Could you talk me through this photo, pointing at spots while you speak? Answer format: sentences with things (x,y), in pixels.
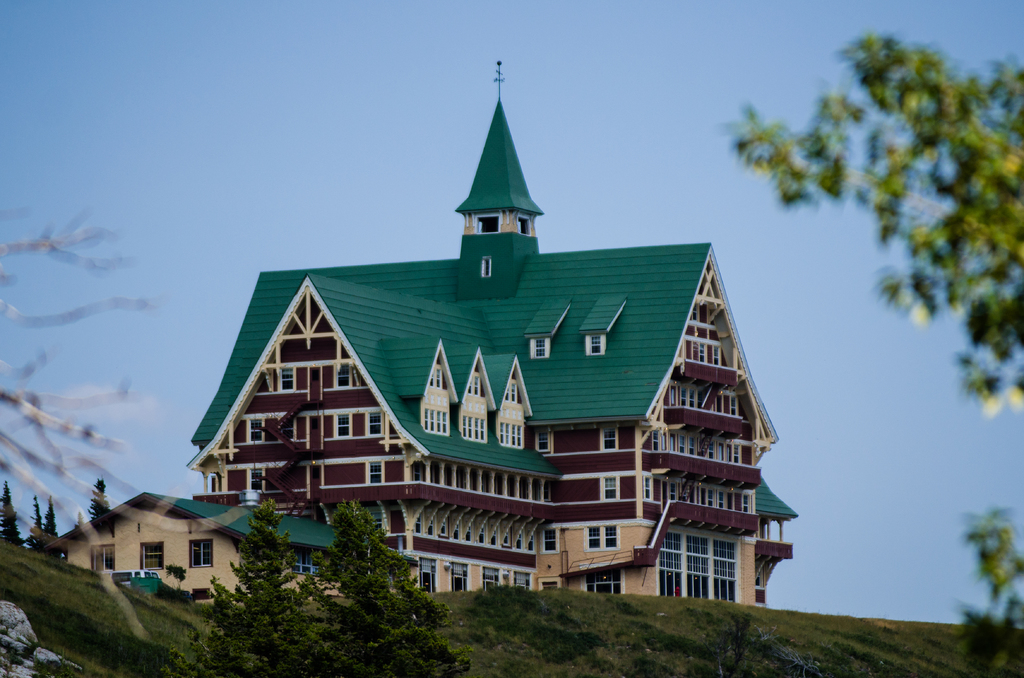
This is an outside view. At the bottom (914,651), I can see the grass (855,632) on the ground (789,629) and also there are some trees (355,633). In the middle of the image (463,376) there is a building (393,506). On the left side (130,578) I can see a vehicle (132,573). At the top of the image (224,138) I can see the sky (247,143). In the bottom left (27,647) there is a rock (15,629).
